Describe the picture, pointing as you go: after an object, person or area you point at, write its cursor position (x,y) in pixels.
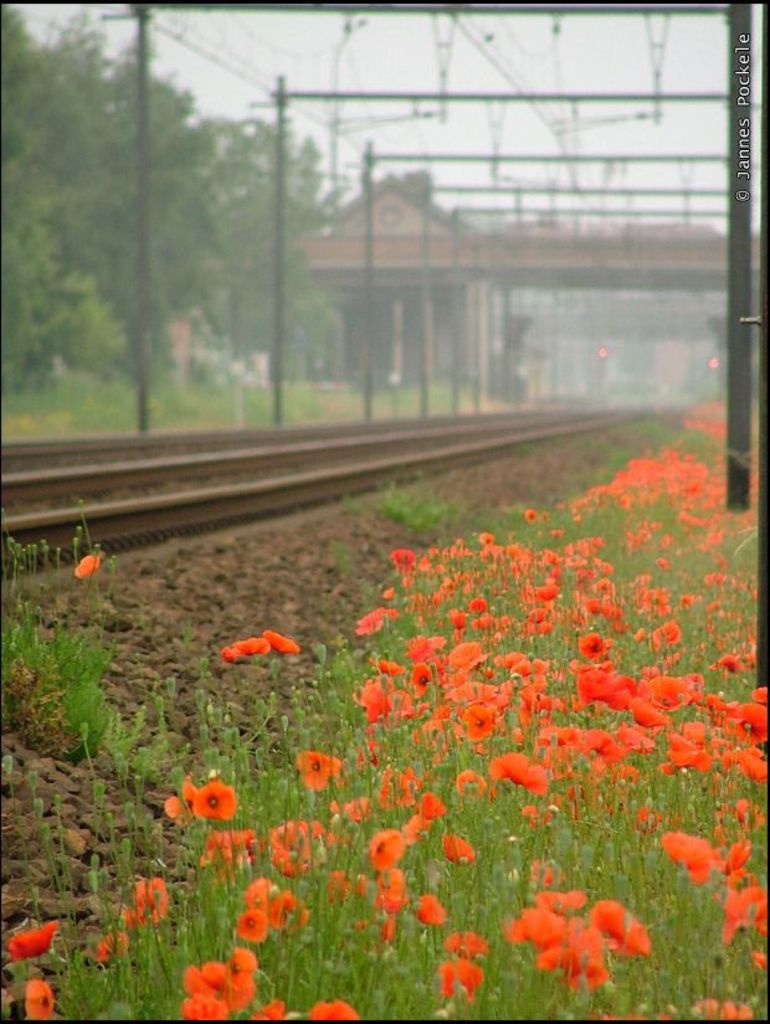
In this image, I can see the railway tracks (176,447), trees (90,193), electric poles (744,236), a house (357,235) and the plants (516,734) with flowers (713,538). In the top right corner of the image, I can see a watermark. In the background (178,22), there is the sky (403,62).
